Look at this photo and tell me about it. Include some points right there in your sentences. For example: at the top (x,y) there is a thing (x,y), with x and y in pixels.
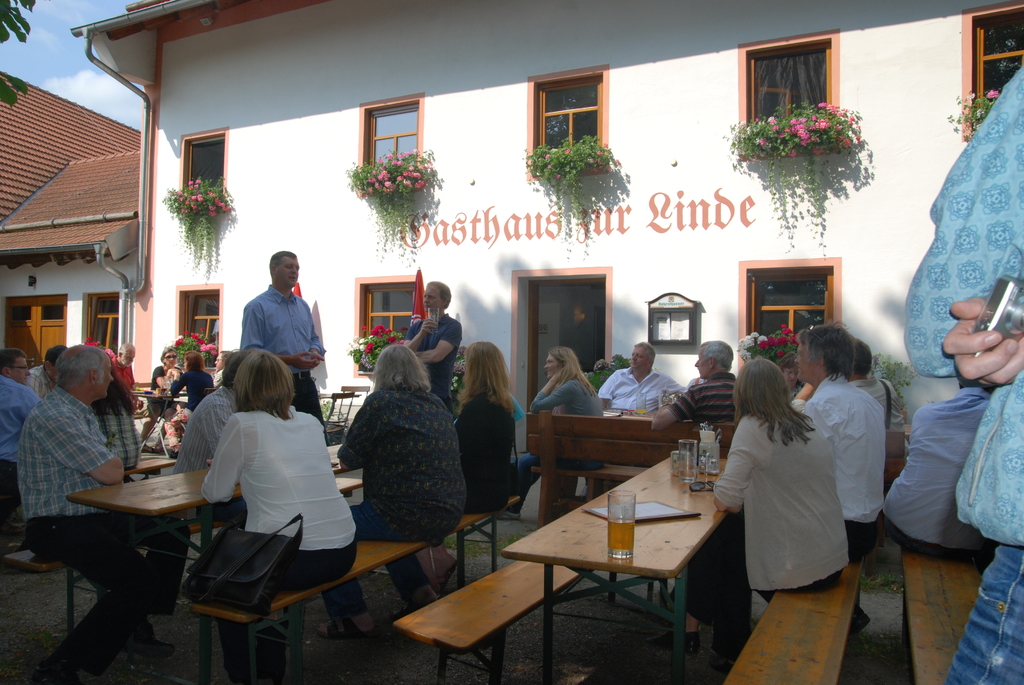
This picture shows group of people (254,393) seated on the benches (796,606) and we see two man (442,318) standing a man (426,322) holding a glass (436,323) in his hand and a man (300,396) speaking and we see a house (483,295) and few plants (825,141) with flowers (397,170).
